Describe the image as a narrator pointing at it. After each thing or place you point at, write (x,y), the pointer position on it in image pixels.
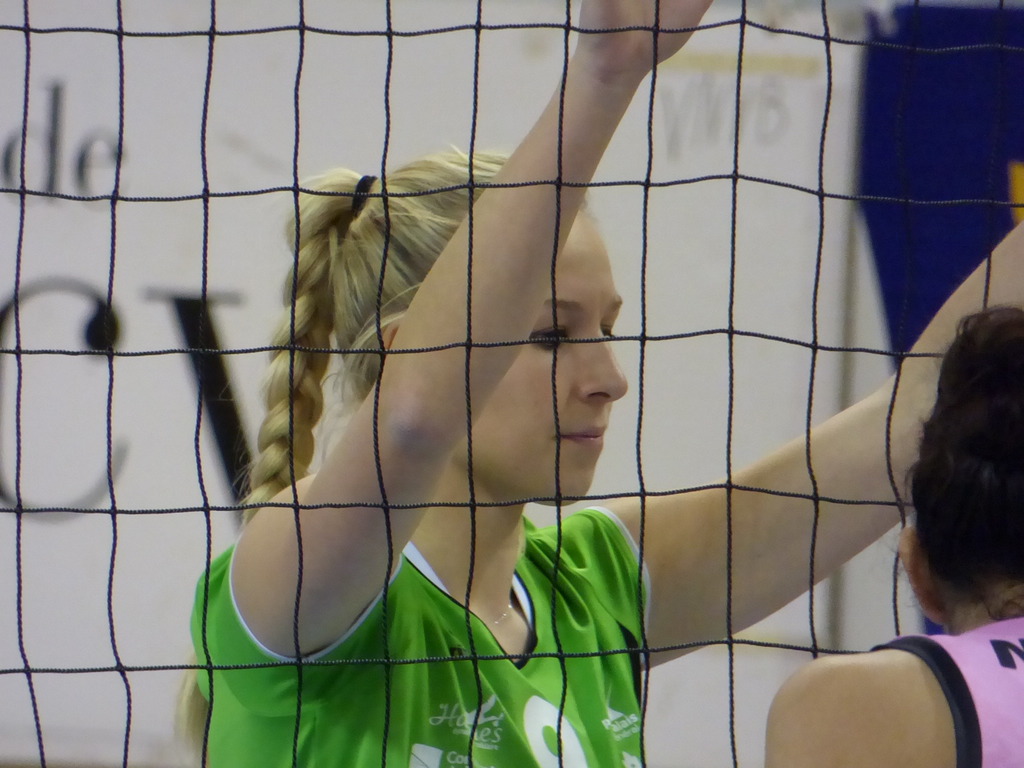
In the front of the image (954,718) there is a person (969,537) and mesh (860,199). Through the mesh (191,501) I can see a woman (502,421) and banner (678,229).
